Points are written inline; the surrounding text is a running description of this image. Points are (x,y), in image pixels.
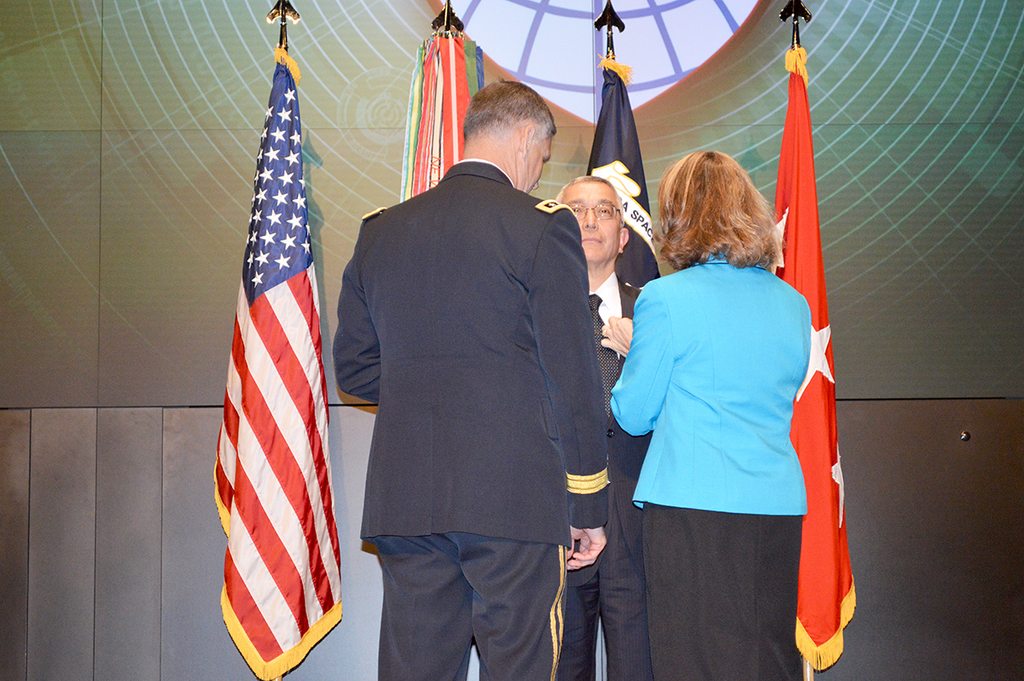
In this picture we can see three persons (677,404) standing here, a man (612,436) in the middle (613,441) wore a suit (612,431), we can see flags (798,170) in the background (407,142).
